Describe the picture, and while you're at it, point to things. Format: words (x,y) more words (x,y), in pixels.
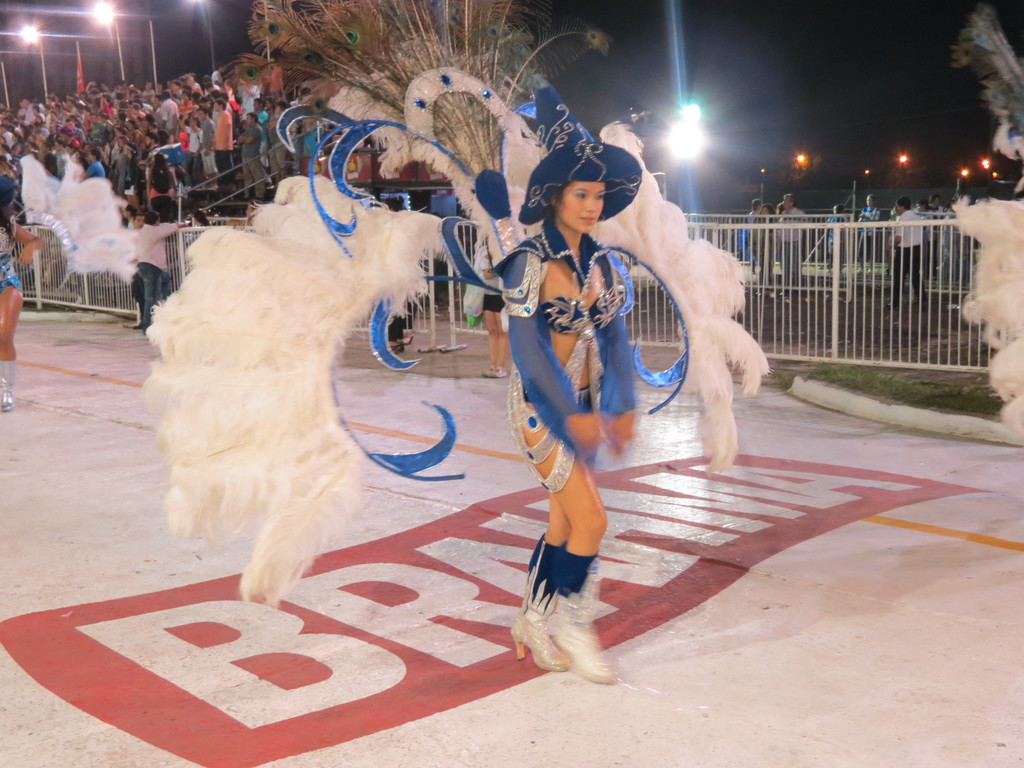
In this image, we can see few people (115,118). Few are wearing different costumes (566,379). Background (957,83) we can see grills (980,360), stairs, poles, lights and dark view.
